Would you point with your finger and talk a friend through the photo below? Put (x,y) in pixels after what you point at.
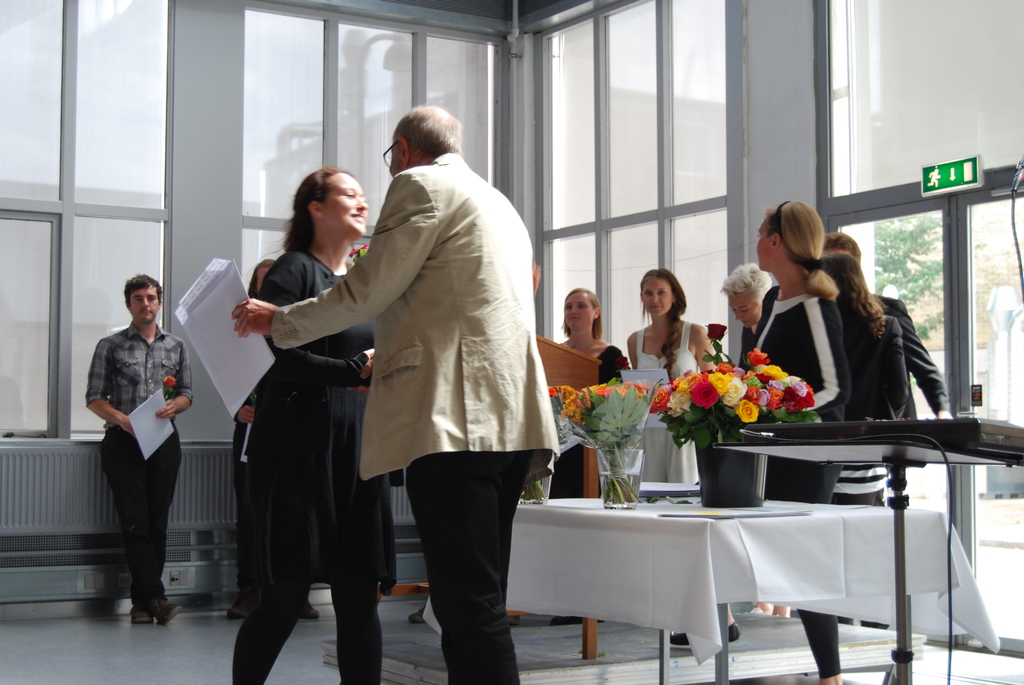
There is a man (446,412) with a jacket (439,356) and a woman (312,373) standing in the front (327,351) facing each other. There are few women (793,291) and men (124,416) in the back side (146,396). There is a table (673,520) in the middle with cloth (701,565) on it and flower vases (631,457) on it. Background wall (765,129) has big glass windows (123,153).
